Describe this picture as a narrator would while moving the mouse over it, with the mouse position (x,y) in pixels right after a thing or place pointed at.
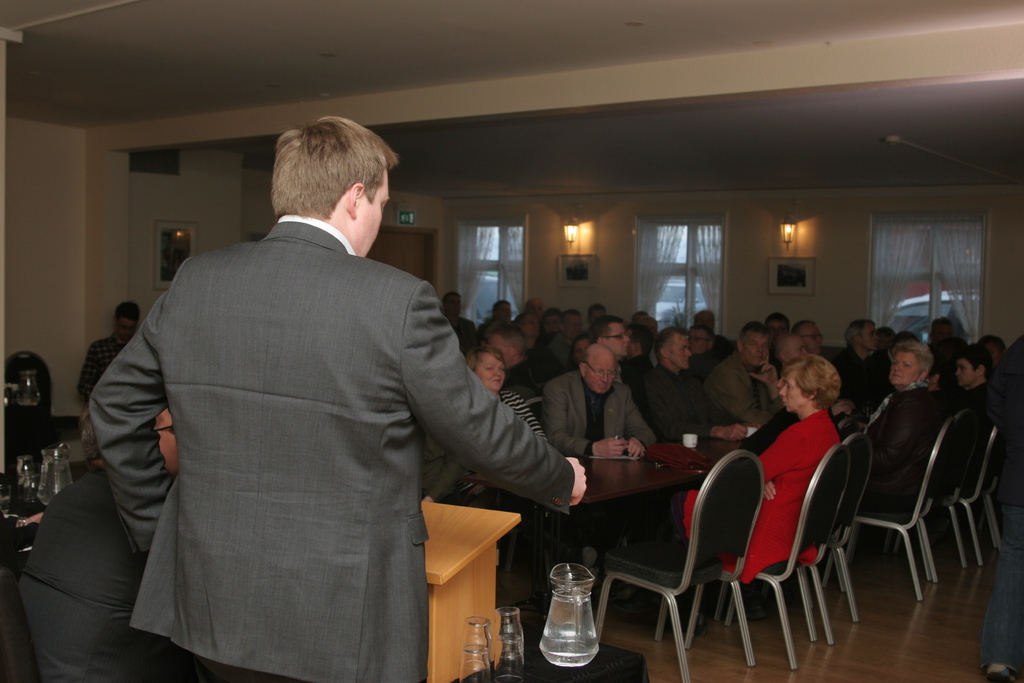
This image is clicked in a room (538,494). There is a podium (458,564) in the bottom (460,547). There is a table (524,659) in the bottom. On that table (577,672) there is a jar (572,581) and glasses (490,653). There are tables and chairs (962,428), people (873,457) are sitting on chairs (828,484). There are lights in the middle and curtains (881,278) to the windows (934,307). There is a man (228,511) standing near by podium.
